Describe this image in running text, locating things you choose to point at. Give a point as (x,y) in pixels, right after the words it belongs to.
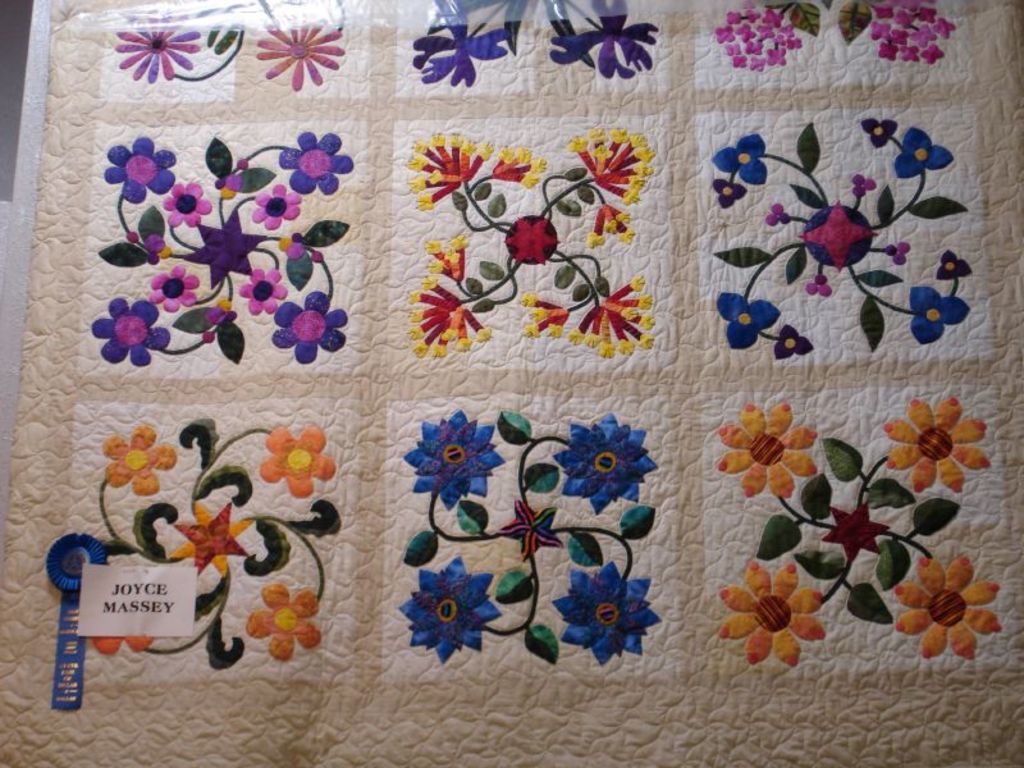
In this image we can see different type of designs (553,227) is done on one object (668,120), a tag (99,549) is allotted to it and a text (145,611) was written on a paper (169,635) and pasted on it.
